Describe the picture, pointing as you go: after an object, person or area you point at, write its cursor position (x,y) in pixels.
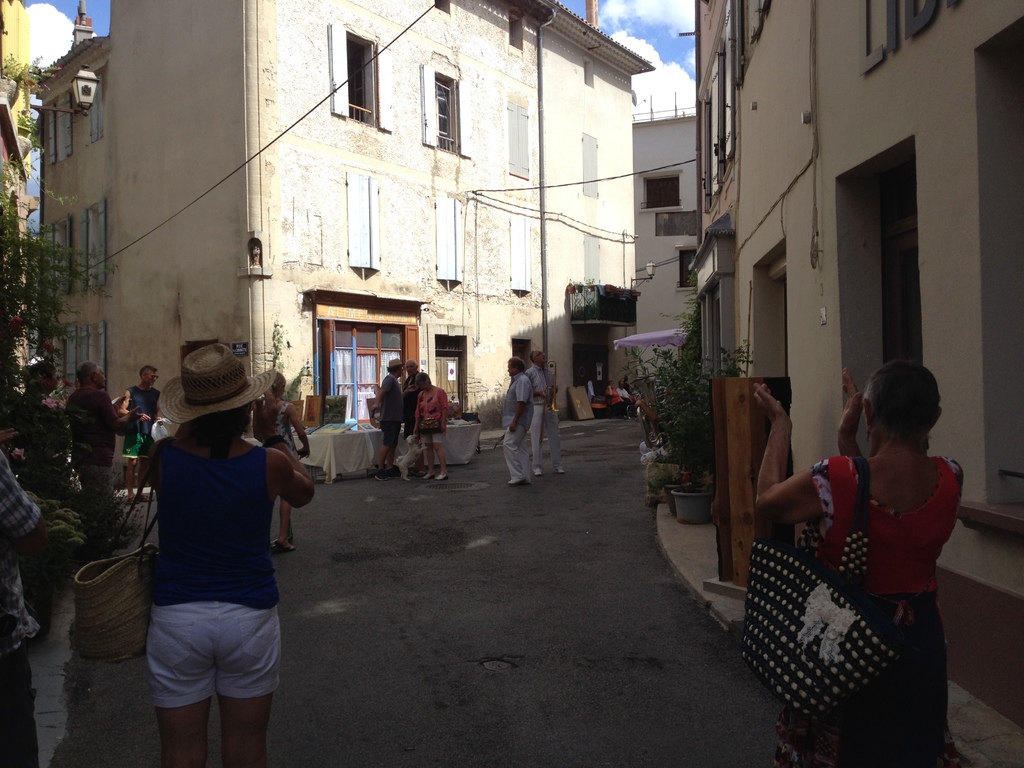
In this image we can see a group of people (906,556) standing on the ground (609,497), two women (221,541) are wearing bags (863,626). In the center of the image (408,440) we can see a dog (411,460) on the ground (375,486) a table (456,438) and some people (628,397) sitting on chairs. In the background (396,329), we can see a group of buildings (417,274) with windows (442,127), plants (6,316), some lights (84,90) on the wall (624,196). At the top of the image (630,10) we can see the sky (623,24).
